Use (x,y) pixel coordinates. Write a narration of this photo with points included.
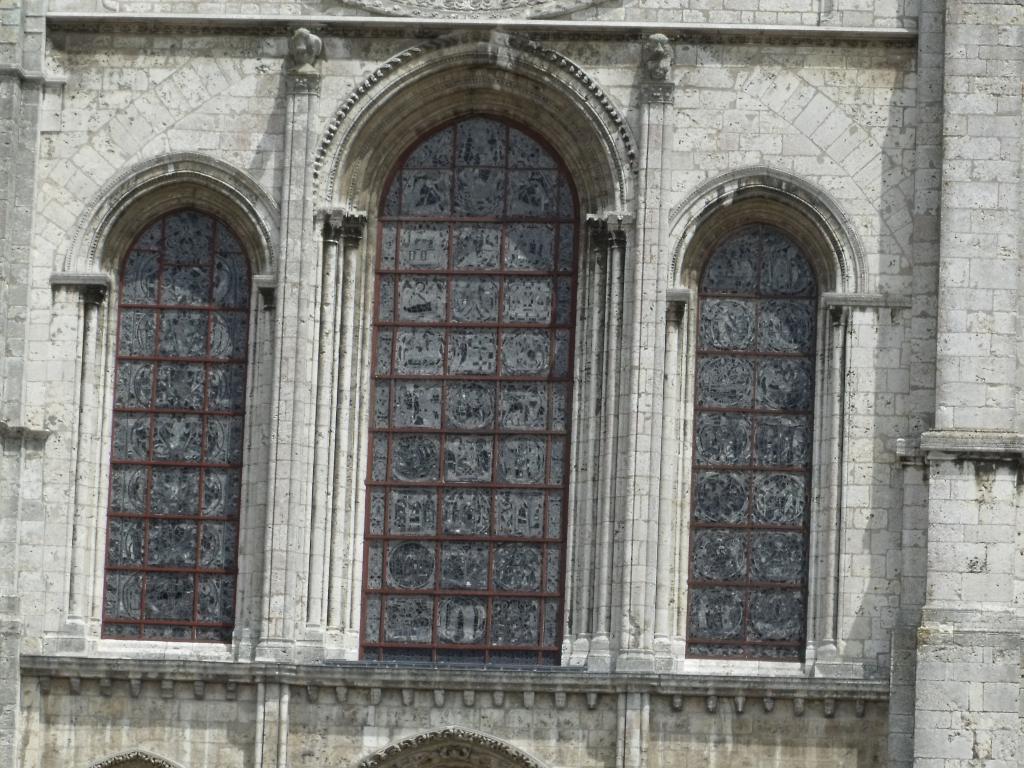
In this image, we can see walls (938,519), glass objects (791,371) and carvings (538,12).
